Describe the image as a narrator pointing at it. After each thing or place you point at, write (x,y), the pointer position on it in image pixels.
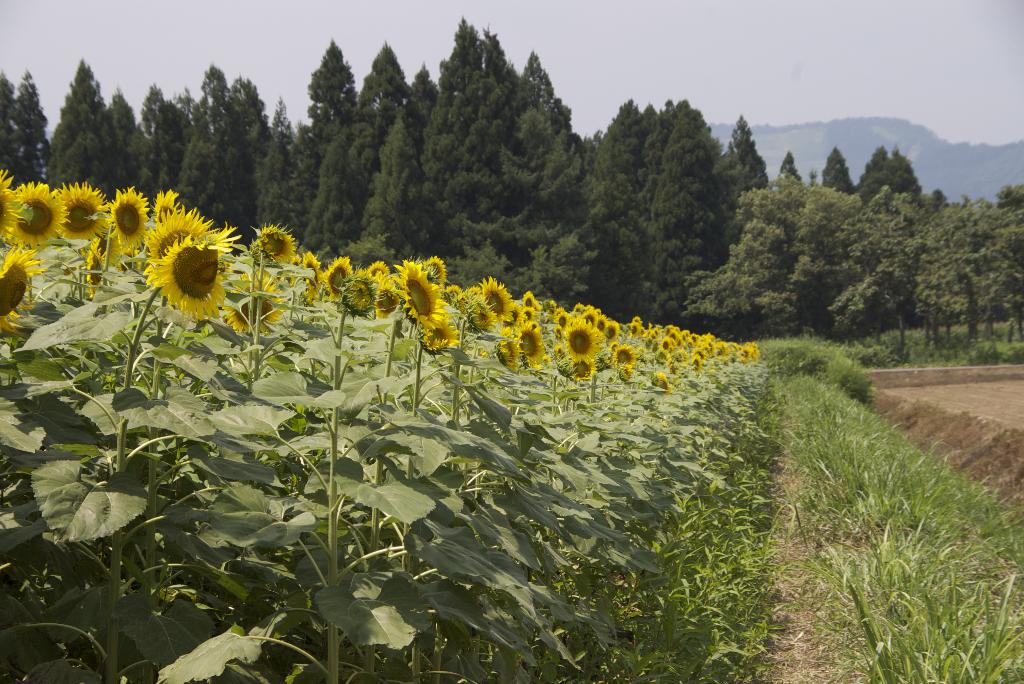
These are the sunflower plants (353,345). This looks like the grass (904,558). In the background (807,310), I can see the trees (219,136) with branches (342,142) and leaves (916,237). This is the sky (632,61).
